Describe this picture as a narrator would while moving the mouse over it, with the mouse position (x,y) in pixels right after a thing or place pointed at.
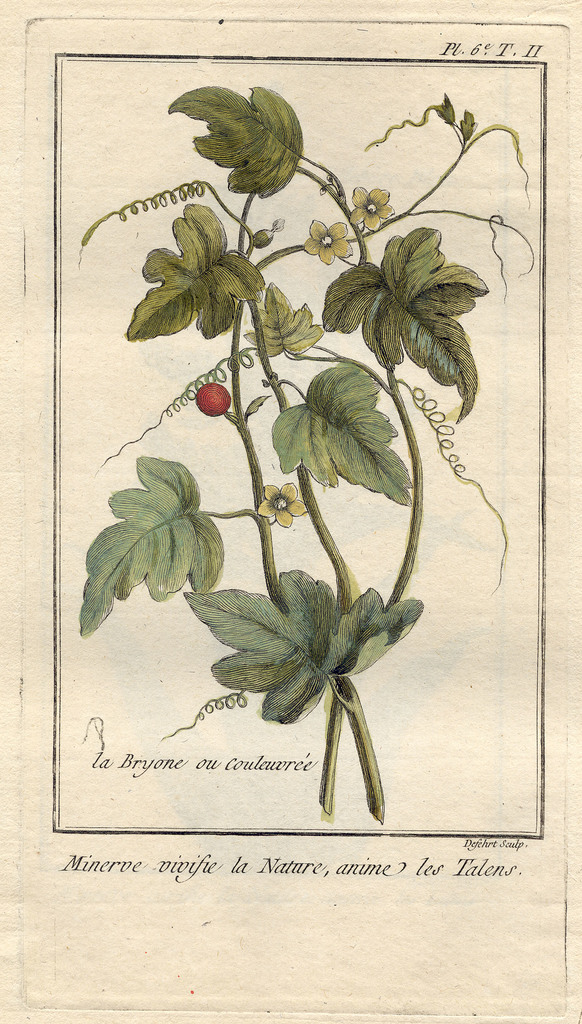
In this image I can see a painting (301,545) of a plant (272,306) on the paper (30,314). Here I can see the stems (253,317) and leaves (320,425) in green color. Along with the leaves (239,294) I can see some flowers (344,244) and a red color fruit (213,402). At the bottom (399,872) there is some text (85,866).
